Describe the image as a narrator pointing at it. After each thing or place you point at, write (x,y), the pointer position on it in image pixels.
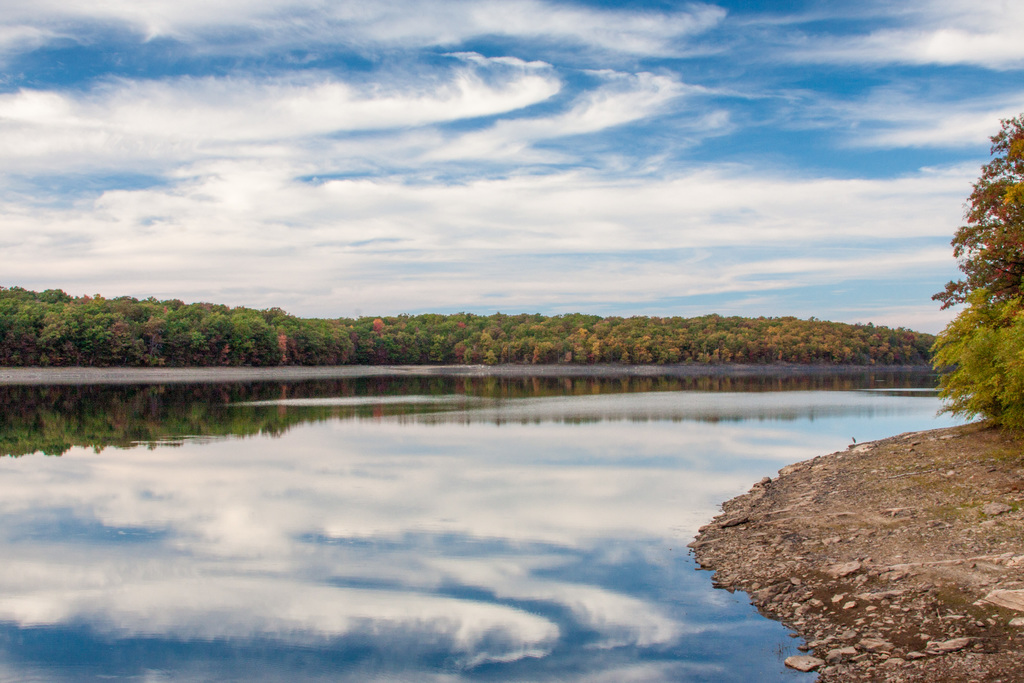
In the center of the image (427,423), we can see a lake (368,480) and in the background (563,325), there are trees (970,326). At the top (463,152), there are clouds (527,122) in the sky (466,118).
